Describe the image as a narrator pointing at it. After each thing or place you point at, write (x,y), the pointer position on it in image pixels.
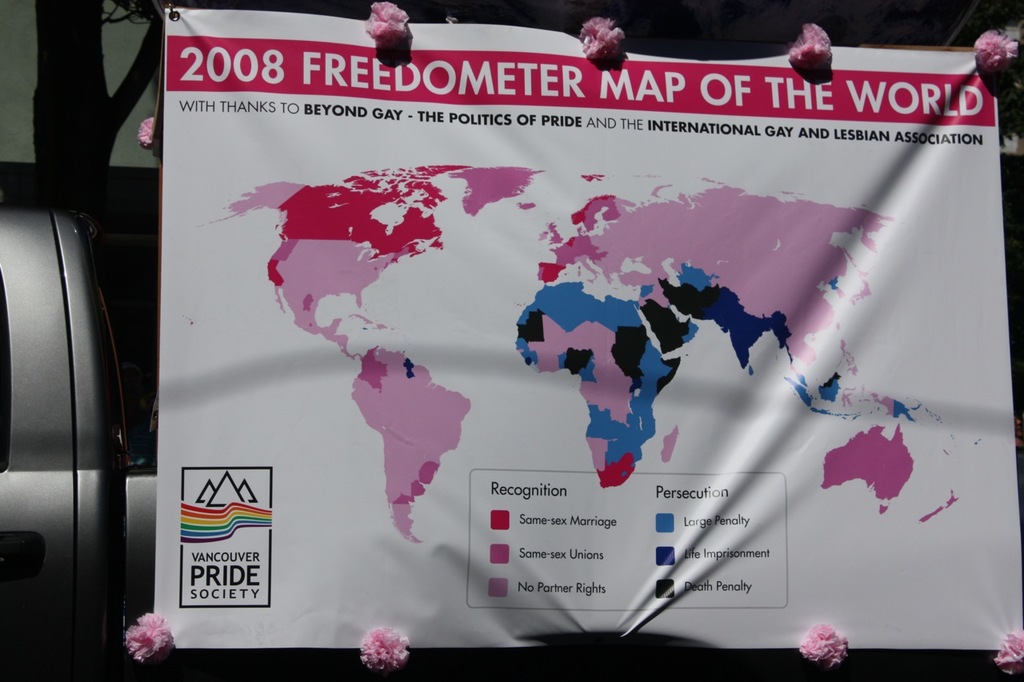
In the center of the image (544,348) a banner (586,194) is there. On the left side of the image (73,311) we can see a vehicle (70,321) and tree (51,163) are there.
